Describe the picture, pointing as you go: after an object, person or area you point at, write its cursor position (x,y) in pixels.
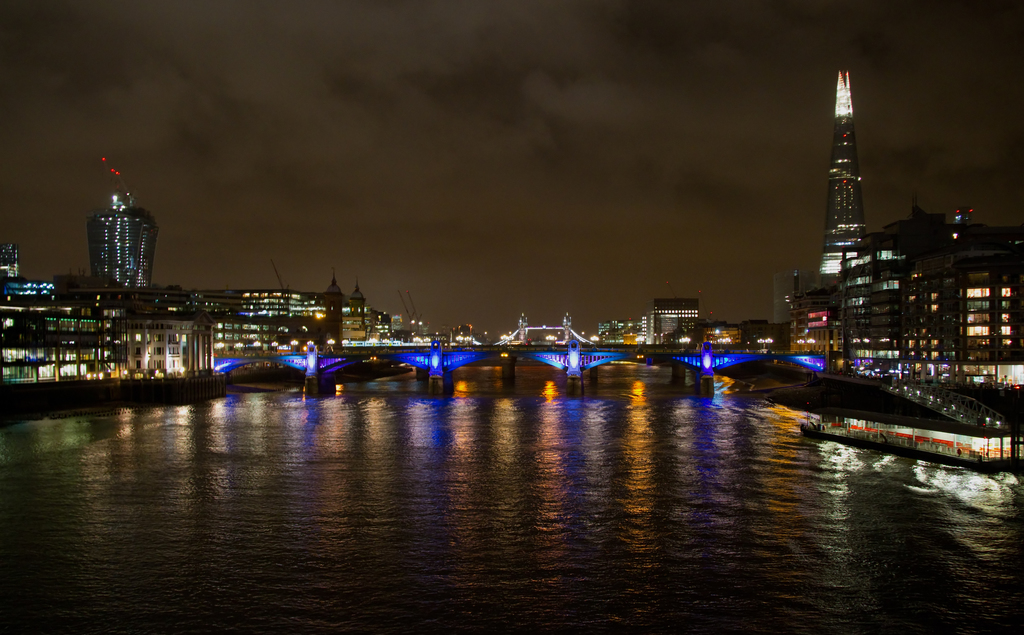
In the center of the image (399,351) there is a bridge (804,365). There is a ship (1015,461) in the water (575,546). In the background of the image (1009,270) there are buildings (953,298), lights (758,340). At the top of the image (625,144) there is sky (547,107).
